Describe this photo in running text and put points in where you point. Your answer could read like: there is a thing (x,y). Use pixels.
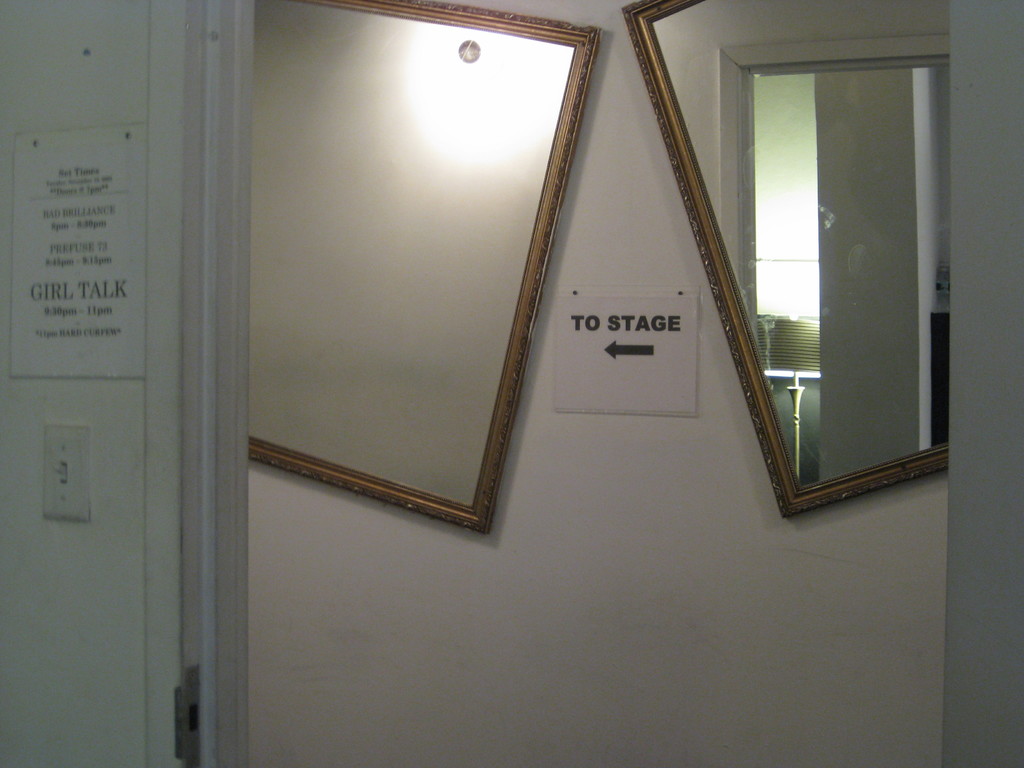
There are 2 mirrors (758,268) on the wall (701,570). There is a note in the center (575,342). At the left (65,463) there is a switch (48,451) and a note (44,217).
